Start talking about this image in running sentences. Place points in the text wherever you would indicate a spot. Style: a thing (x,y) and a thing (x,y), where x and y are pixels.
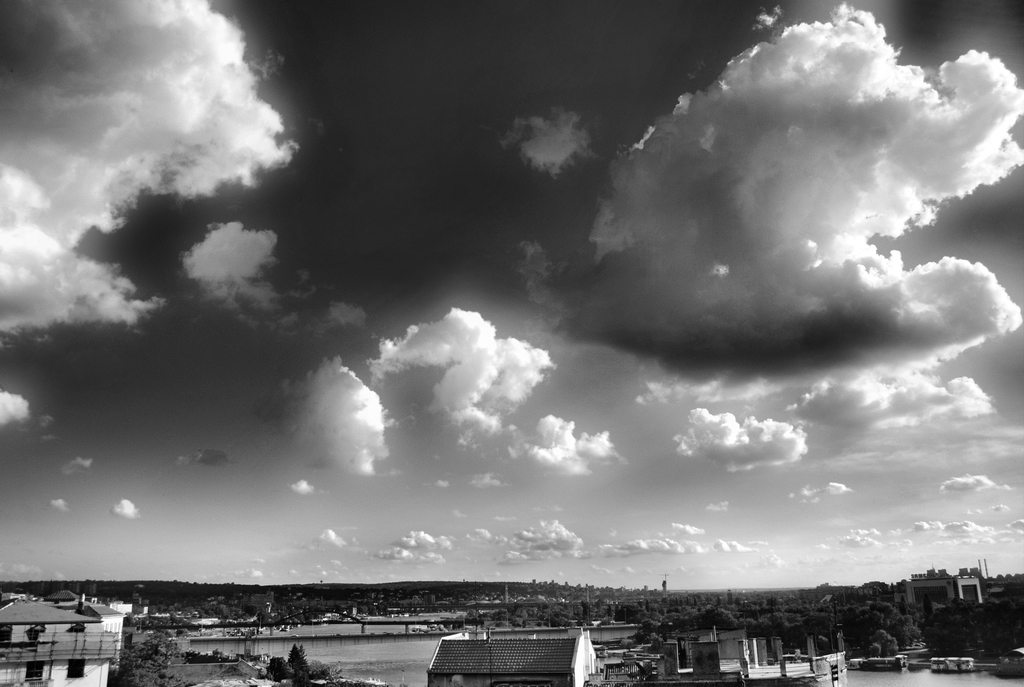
In this image we can see the buildings (672,667), houses (697,639), trees (562,614), bridge (428,632) and also the water (883,677) at the bottom (925,677). In the background (536,272) we can see the sky (431,153) with some clouds (539,532).
